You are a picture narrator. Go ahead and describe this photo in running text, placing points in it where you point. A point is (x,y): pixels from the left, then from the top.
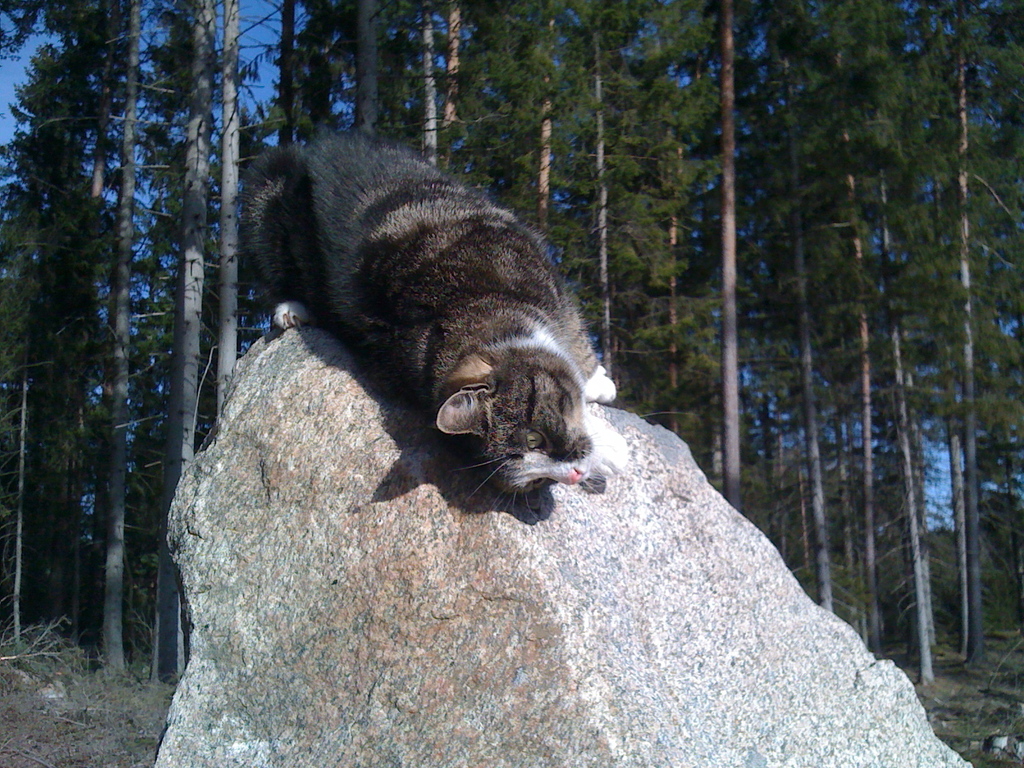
This image consists of a cat (406,248) sitting on a rock (294,648). At the bottom (182,626), there is a rock (203,535). In the background (91,460), there are many trees (1020,117). At the bottom (46,682), there is grass (55,719) on the ground (63,689).
